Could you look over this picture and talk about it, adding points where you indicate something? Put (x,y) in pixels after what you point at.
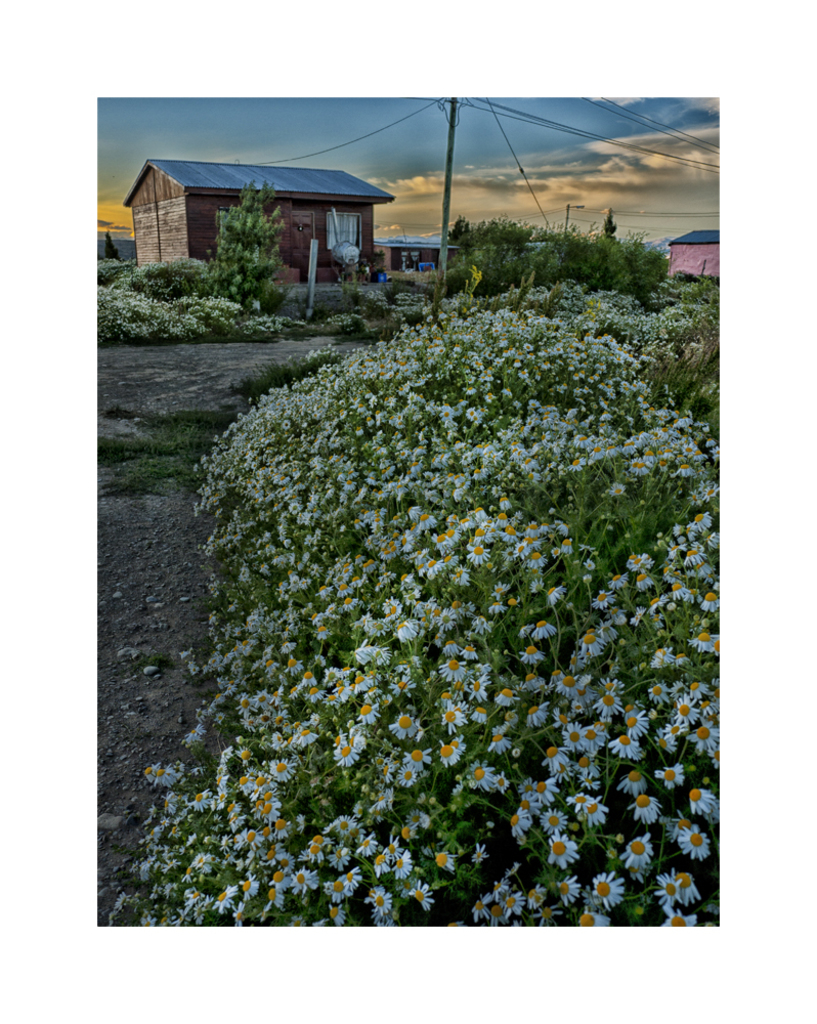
In this image in the front (444,541) there are flowers (444,541). In the background (352,231) there are houses (304,221), poles (448,244), plants (539,254) and the sky (514,180) is cloudy.
